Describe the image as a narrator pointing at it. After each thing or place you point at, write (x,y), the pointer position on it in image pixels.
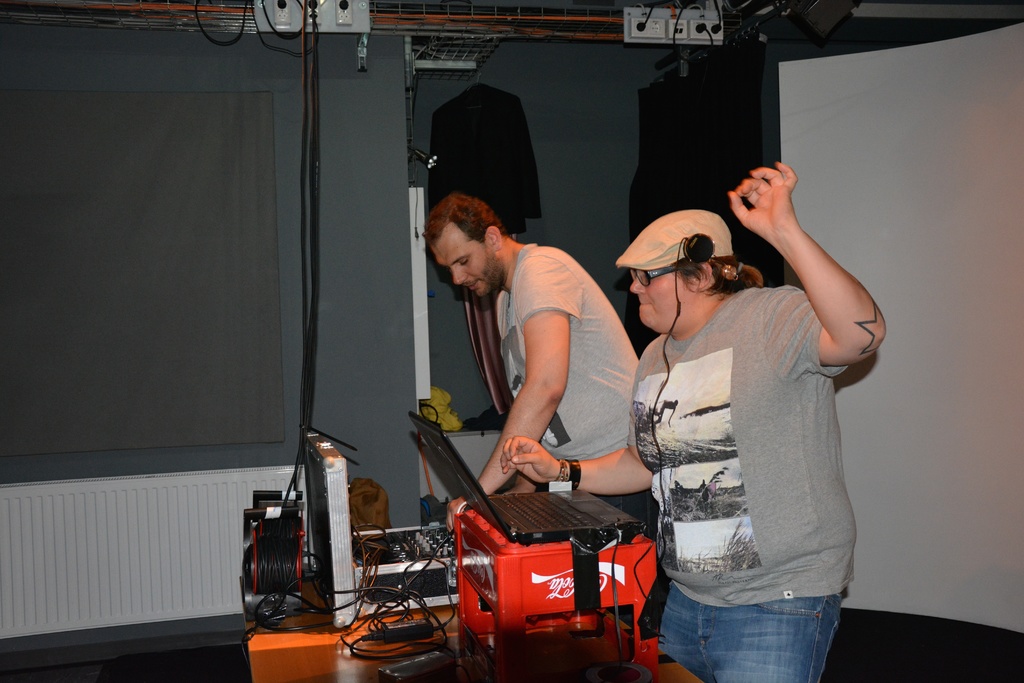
In the image there is a woman (751,346) in grey t-shirt (727,333) standing in front of laptop (585,524) with amplifier (365,551) on the table (376,677) and beside her there is another man (491,482) in grey t-shirt (566,455), behind them there is a wall (401,74) with switch board (364,6) above it.
